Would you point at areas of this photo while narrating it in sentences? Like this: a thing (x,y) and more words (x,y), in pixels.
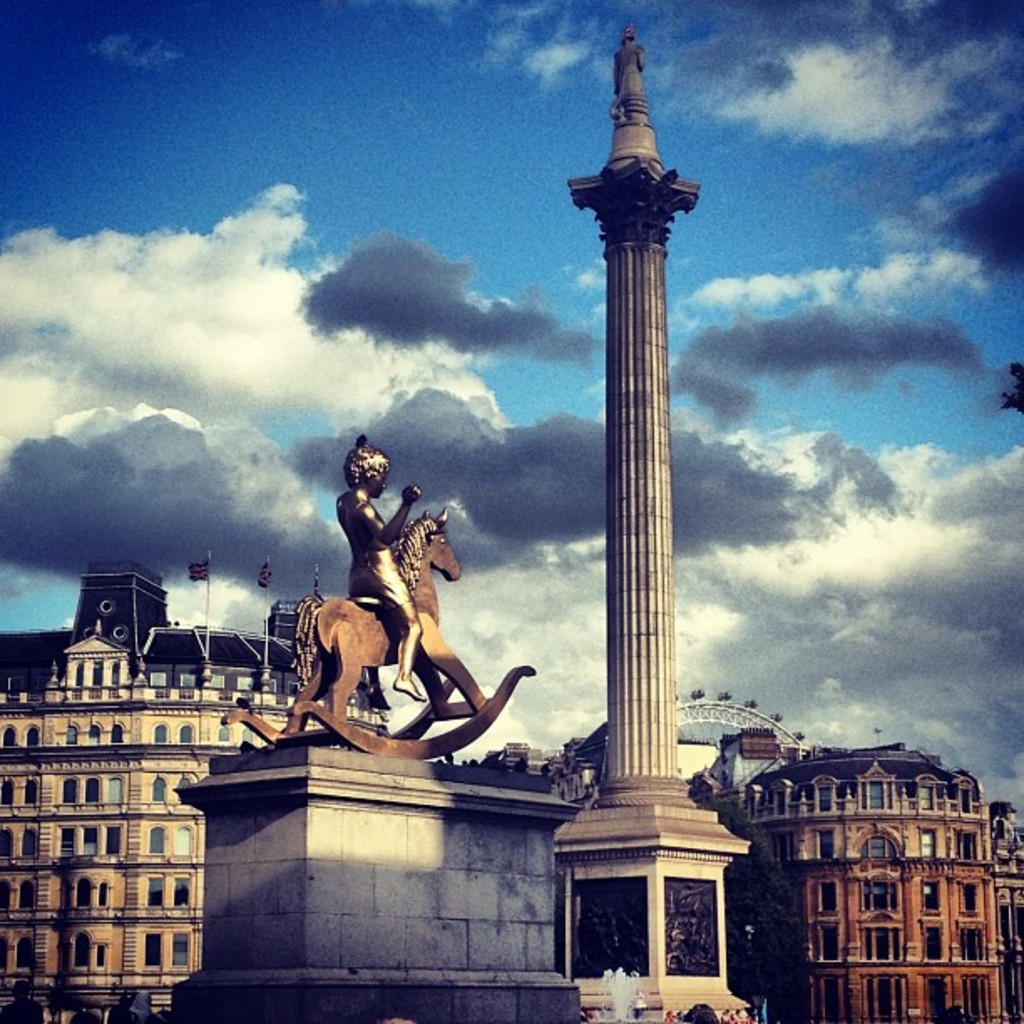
In this image we can see the statue (440,739), some buildings (169,715) with windows (165,730), the flags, fountain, a Ferris wheel (697,695) and the tower (700,810). On the backside (711,690) we can see the sky (446,367) which looks cloudy.
